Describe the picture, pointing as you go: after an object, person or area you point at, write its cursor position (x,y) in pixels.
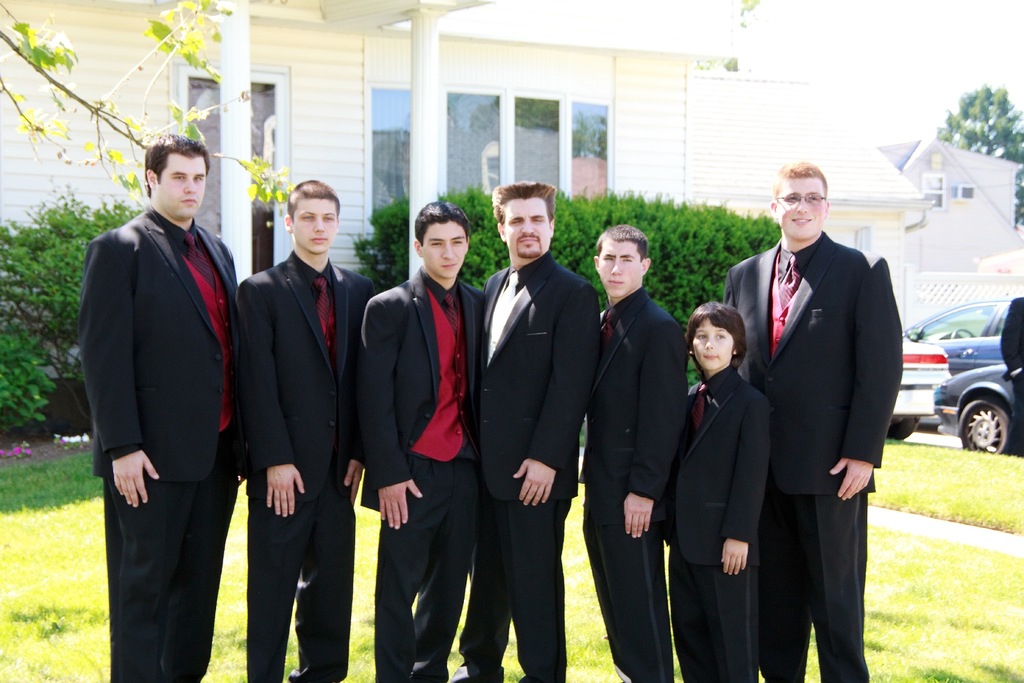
In the foreground (689,657), I can see a group of people (446,559) are standing on grass (599,665). In the background (21,243), I can see vehicles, bushes (714,282), trees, buildings (648,192), windows (576,131), fence (1010,297) and the sky (859,106). This picture might be taken during a day.
